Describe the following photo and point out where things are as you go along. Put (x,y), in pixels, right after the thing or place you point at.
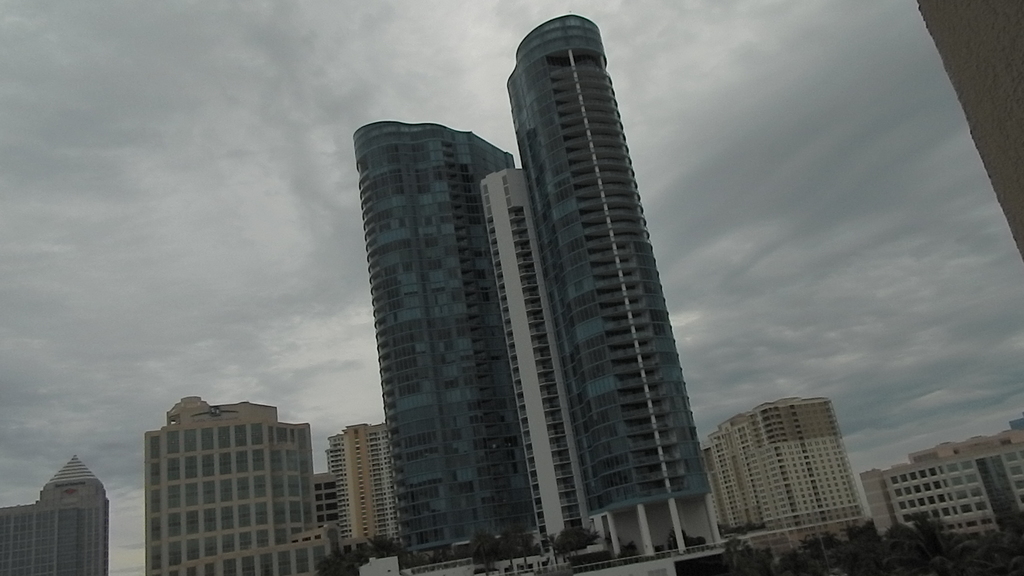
In this image we can see buildings (693,517), trees (939,526) at front and sky (741,208) at the background (849,283).
